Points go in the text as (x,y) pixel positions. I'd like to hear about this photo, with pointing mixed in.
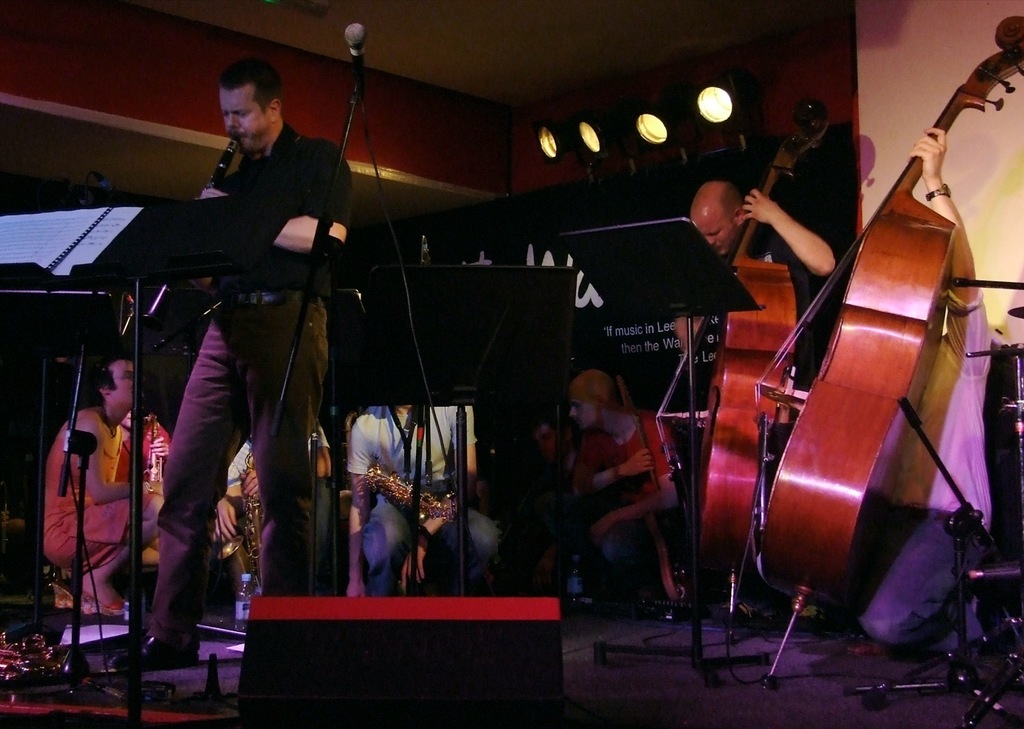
In this image I can see the group of people (206,427) playing the musical instruments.
